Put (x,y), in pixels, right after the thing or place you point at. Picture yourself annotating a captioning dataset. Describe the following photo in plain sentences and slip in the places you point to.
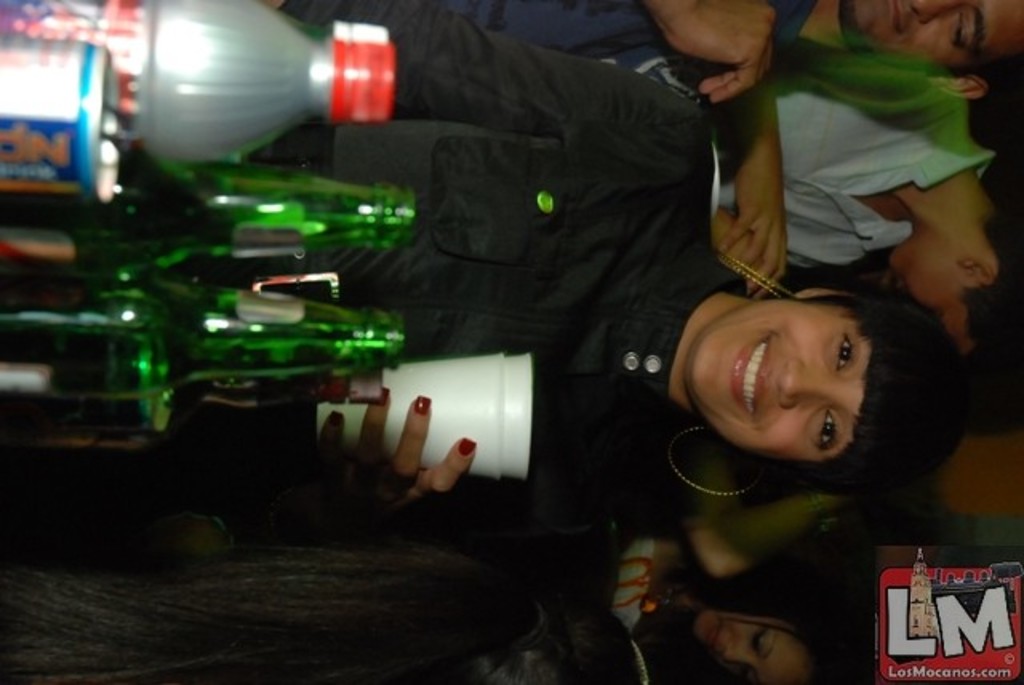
In this image I can see few people (699,281). In front (511,402) the person (546,407) is holding a glass (526,407). There is a bottle (169,359).
